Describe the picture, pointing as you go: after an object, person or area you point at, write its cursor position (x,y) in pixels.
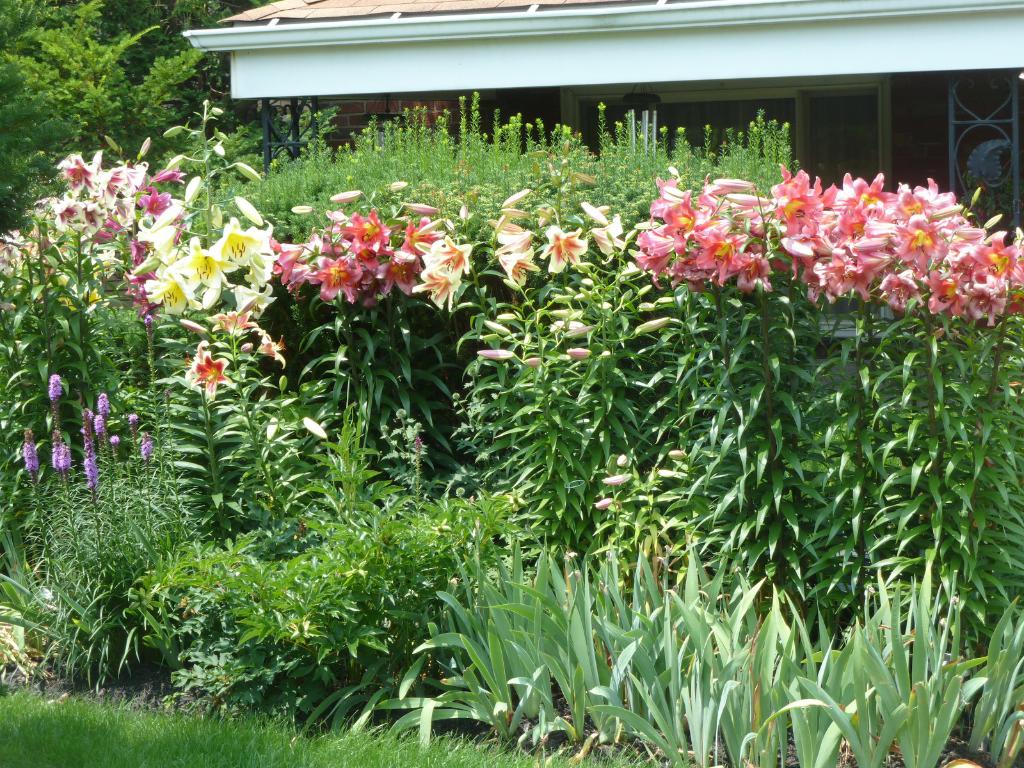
This picture shows a house (698,120) and we see trees (61,44) and few plants (541,495) and flowers (404,253) to the trees (14,206) and grass (189,741) on the ground (275,729).
